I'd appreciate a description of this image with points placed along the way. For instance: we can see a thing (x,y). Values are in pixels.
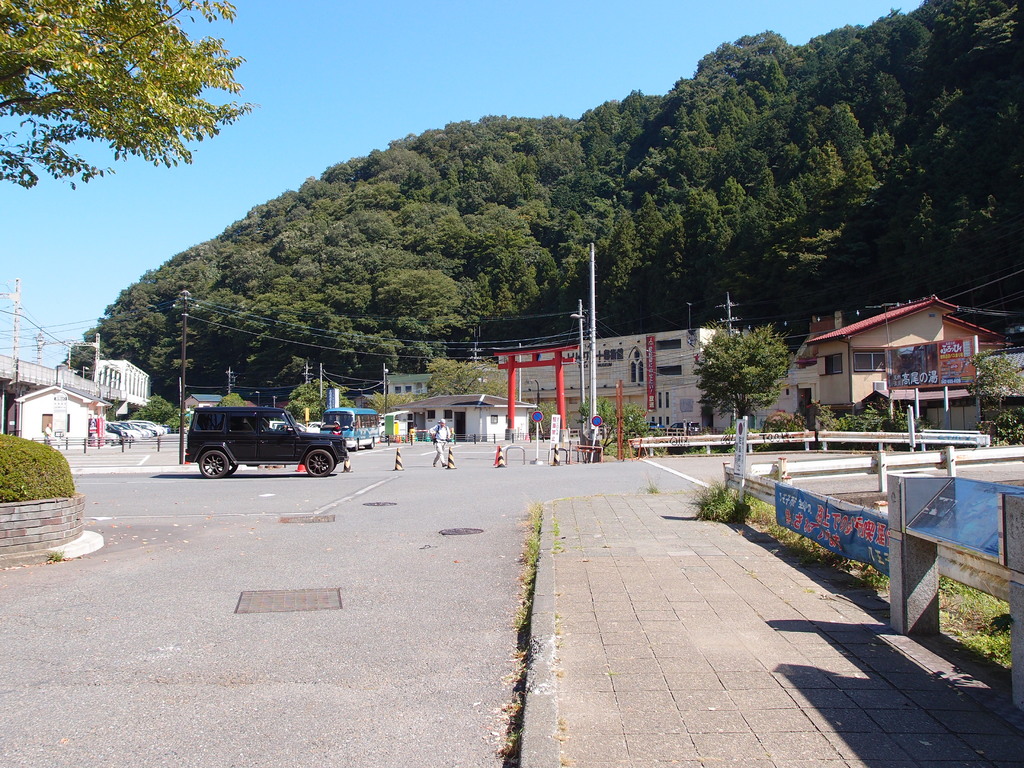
In this image I can see a road (167,645) and I can see a person (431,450) walking on the road (485,460) and I can see the vehicle (209,441) visible in the middle of the road (479,503). At the top (381,58) I can see the sky (559,33) and the hill (727,108), on the hill (813,95) can see the trees (504,208), on the left side (118,427) I can see the building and vehicles (130,433) parking in front of the building (29,419) and trees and on the right side (889,371) I can see the buildings (611,383), poles (595,379) and trees (772,374).
